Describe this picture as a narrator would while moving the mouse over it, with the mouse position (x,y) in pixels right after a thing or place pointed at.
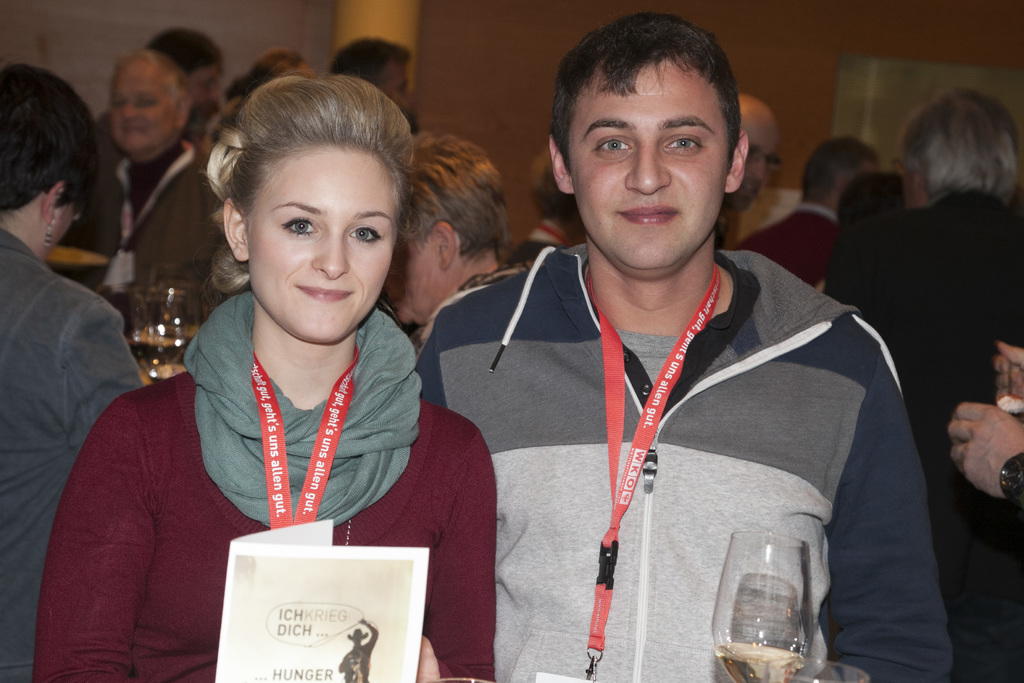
There are two members (301,212) standing. The right side (695,628) one is man (583,508) and the left side (326,265) one is woman (297,411). Both are having a tags (273,427) and smiles on their faces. The woman (336,412) is holding a paper (342,615) and a man (621,611) is holding a glass (729,612) in his hands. Behind these two members (516,376) there are many people (146,60) standing. In the background (792,182) we can observe wall (498,51) and pillar (386,22).
